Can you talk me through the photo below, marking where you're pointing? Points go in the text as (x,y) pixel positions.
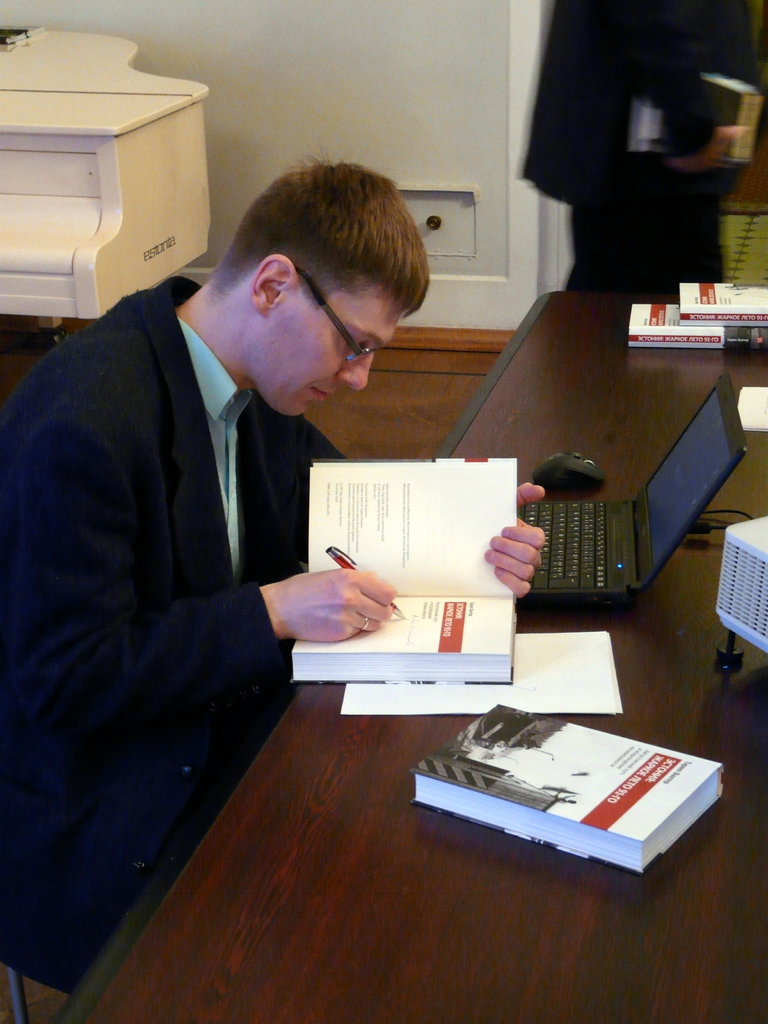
In this picture there is a man (187,503) wearing a blue suit (78,575) is writing in a book (471,638). There is a laptop (598,514) and a mouse (583,479) on the table (605,619). There is a machine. There is a person (665,128).
